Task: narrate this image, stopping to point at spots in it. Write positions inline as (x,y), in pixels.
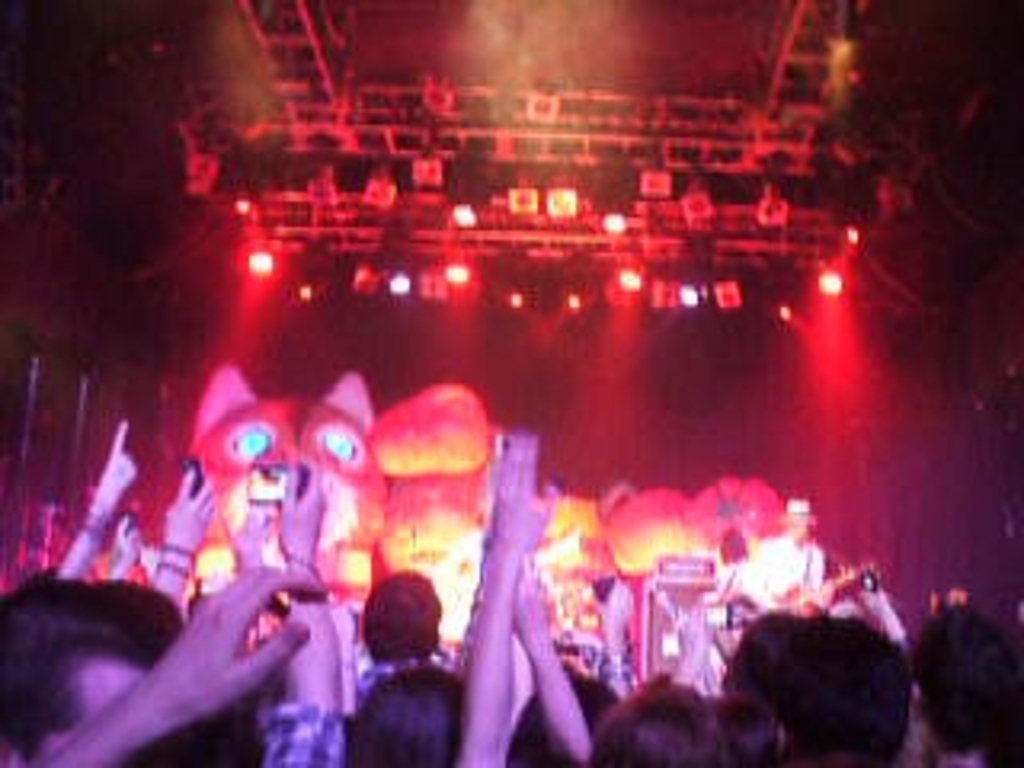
In this image in front (545,683) few people (563,678) are standing on the floor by holding the cameras (599,588). In front of them there is a person (795,541) playing musical instruments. Behind him there is a depiction (370,455) of an animal (376,490). On top of the roof (481,203) there are lights (723,289).
